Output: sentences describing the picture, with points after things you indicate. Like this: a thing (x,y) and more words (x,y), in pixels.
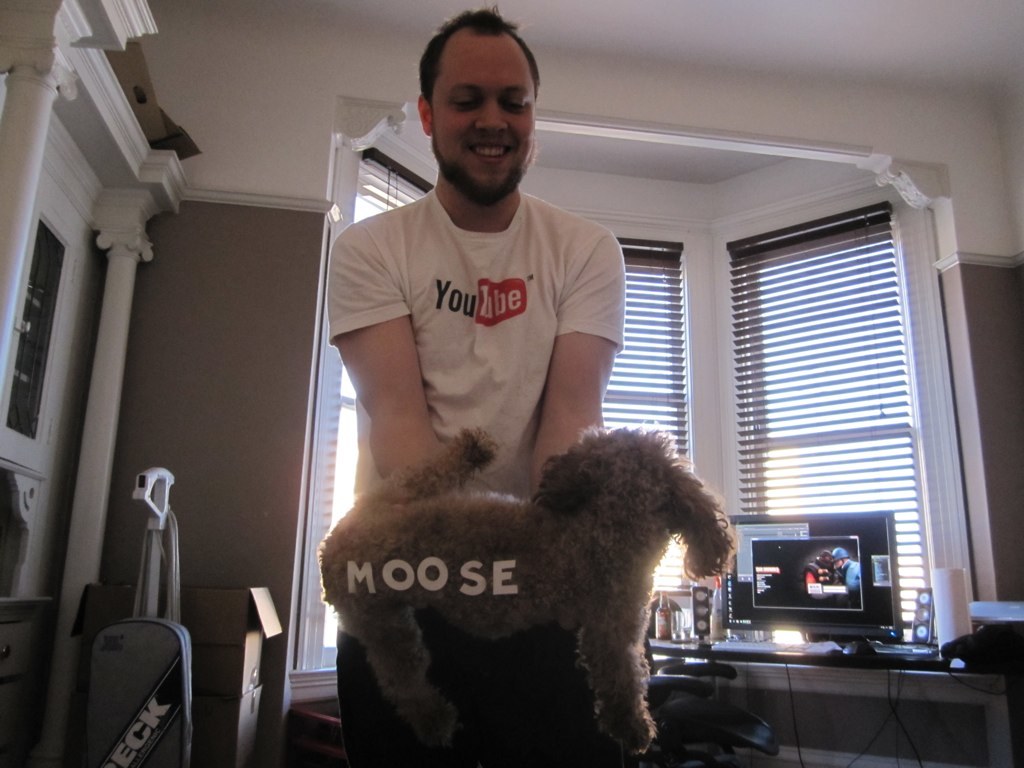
In the middle of the image (610,374) a man (598,223) is standing and holding a dog (549,491) and smiling. Bottom right side of the image (829,622) there is a table (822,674) on the table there is a screen (841,567) and there are some speakers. Behind the screen (774,532) there is a window (803,266). Top left side of the image (269,235) there is a wall (274,302). Bottom left side of the image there are some boxes (267,605). Top of the image (618,13) there is a roof (945,44).
